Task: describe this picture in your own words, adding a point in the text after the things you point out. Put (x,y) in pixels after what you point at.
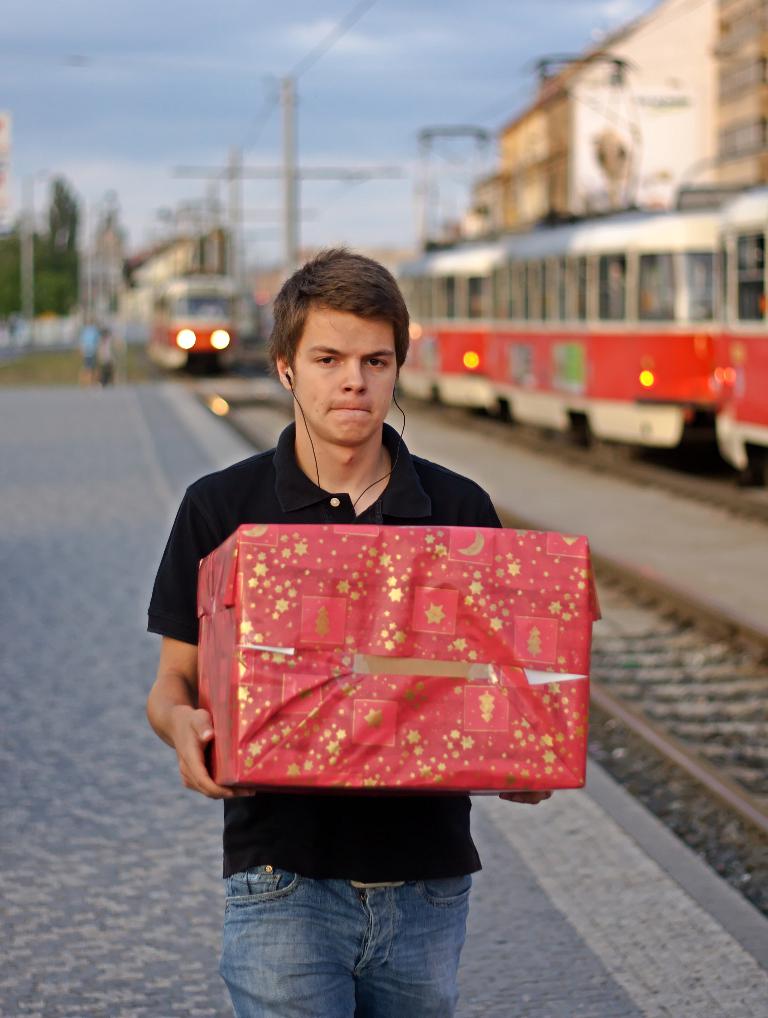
Here I can see a man (330,479) holding a gift box (380,768) in the hands (176,733) and walking on the platform (116,823). On the right side (676,327) there are two trains (630,349) on the railway tracks (665,635). In the background (472,207) there are many poles (291,189), buildings (212,246) and trees (50,255). At the top of the image (174,63) I can see the sky (111,84).
